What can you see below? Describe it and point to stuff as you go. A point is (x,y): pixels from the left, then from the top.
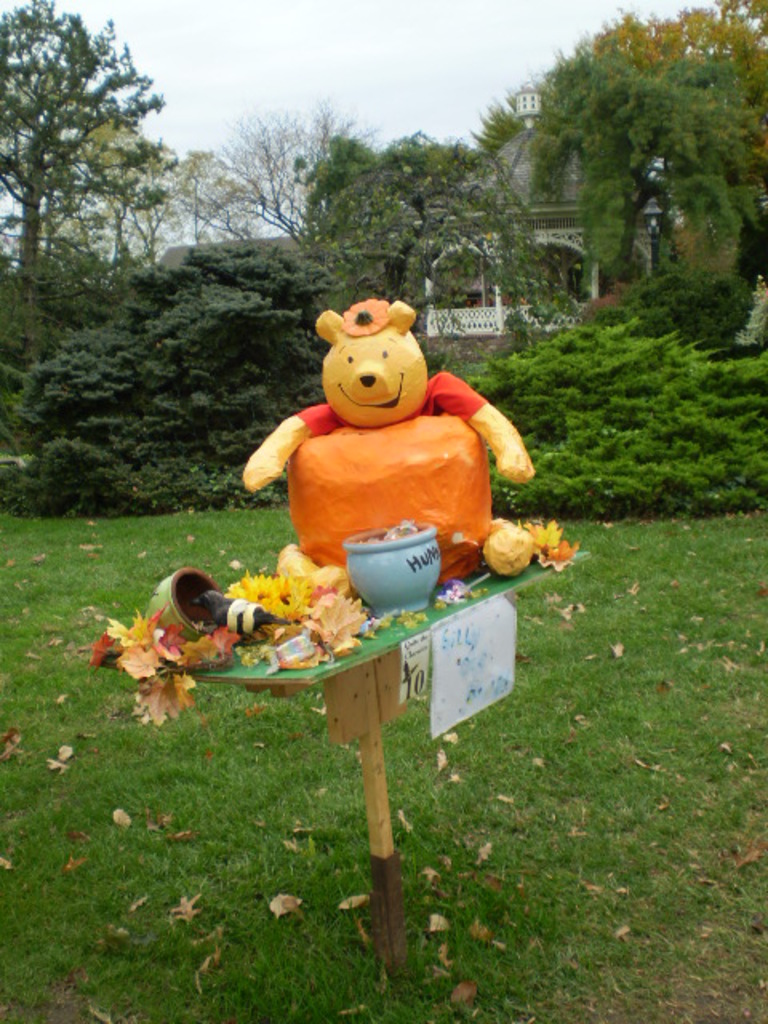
In the image there is a statue (449,490) of a teddy bear (381,499) with flowers (314,600), bowl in front of it on the grassland (248,712) and in the back (589,402) there are trees (304,348) followed by a building (543,240) behind it and above its sky (276,42).
